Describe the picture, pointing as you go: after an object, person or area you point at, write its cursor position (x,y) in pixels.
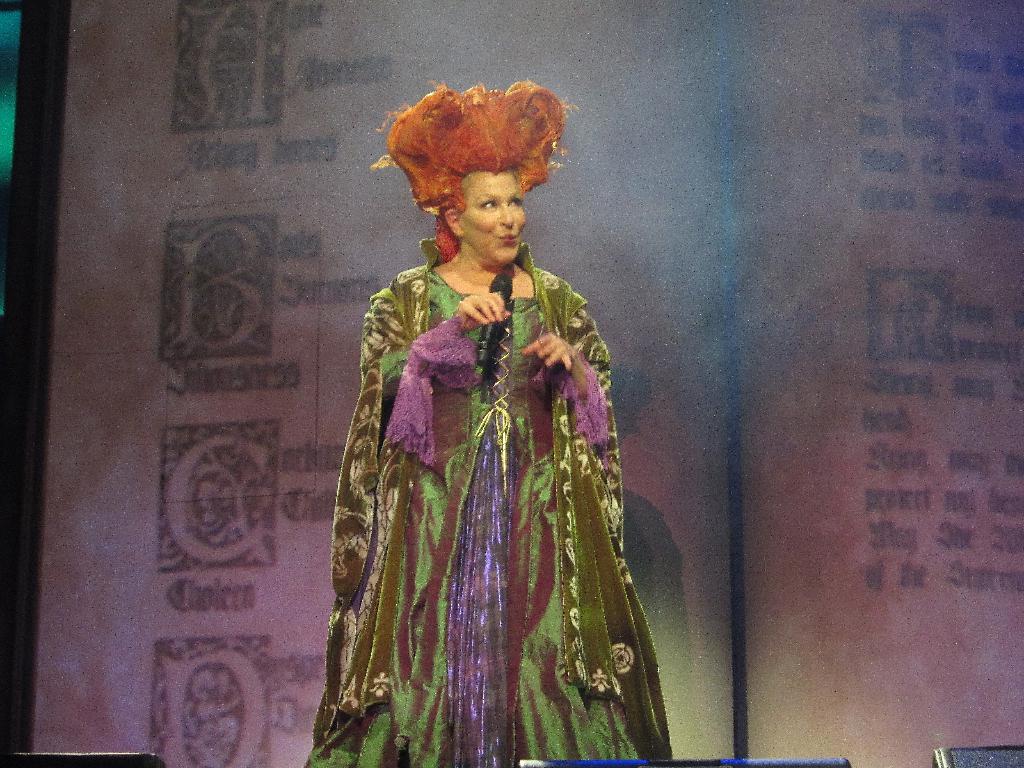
In this image we can see there is a person (458,388) standing and holding a mic (487,345). In front of her there is a black color object (978,755). And at the back (709,279) there is a screen (194,298) with text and images (244,506).
